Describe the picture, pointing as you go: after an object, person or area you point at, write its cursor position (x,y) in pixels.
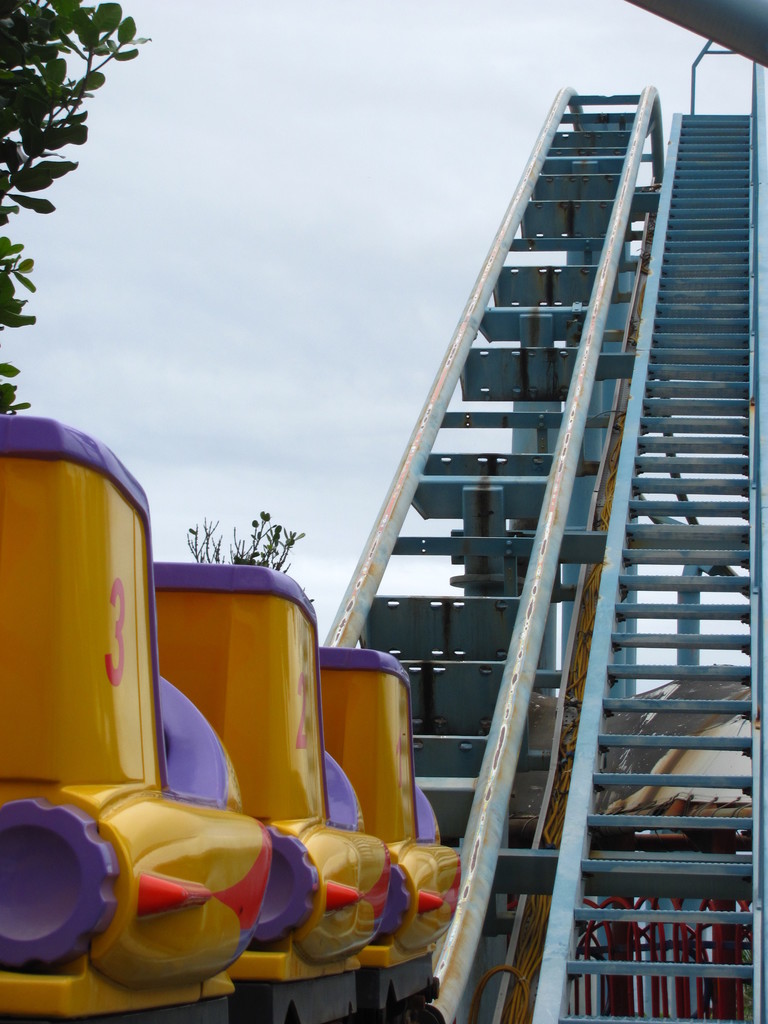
In this picture we can see a roller coaster (266,885) and in the background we can see trees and the sky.
